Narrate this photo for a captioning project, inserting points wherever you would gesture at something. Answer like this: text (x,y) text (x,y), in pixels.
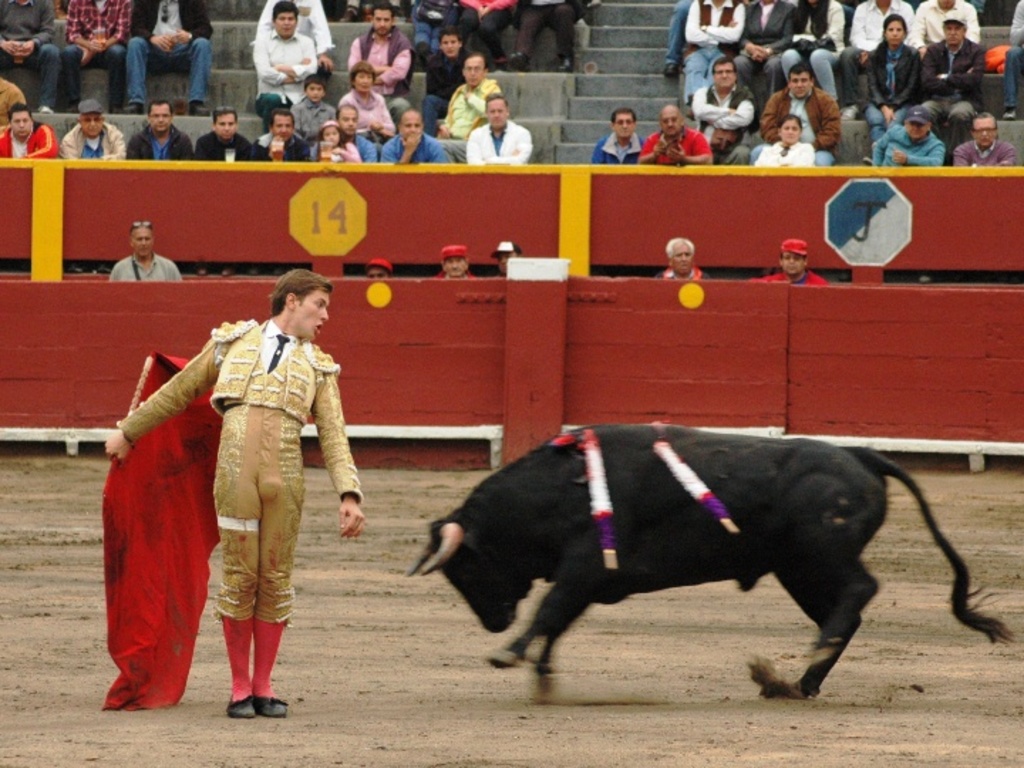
A man (283,562) is standing holding red color cloth (162,594), this is bull (724,490), here people (404,156) are sitting.
